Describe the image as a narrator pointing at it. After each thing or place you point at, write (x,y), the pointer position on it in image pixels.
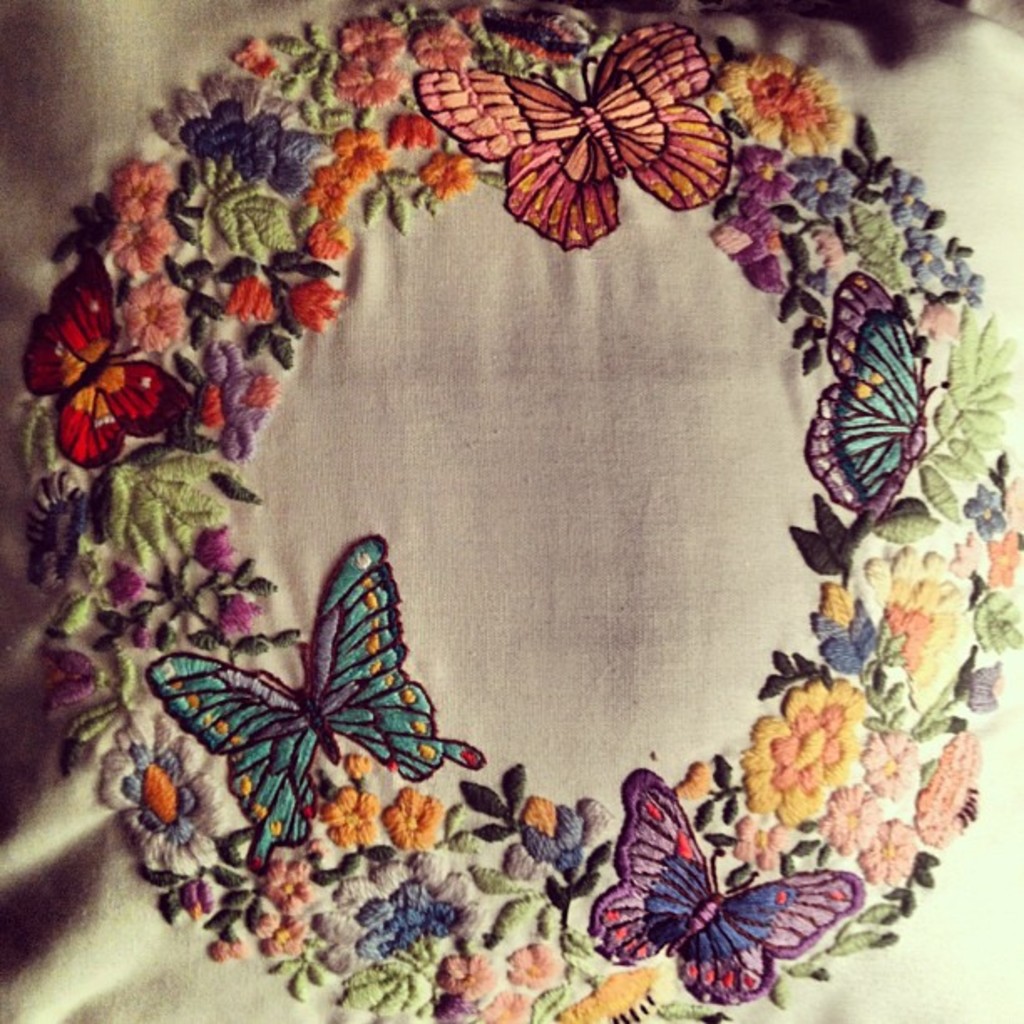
In this image, I can see a colorful embroidery design (350,725) of butterflies (912,435) and flowers (137,267) on a cloth (575,466).
